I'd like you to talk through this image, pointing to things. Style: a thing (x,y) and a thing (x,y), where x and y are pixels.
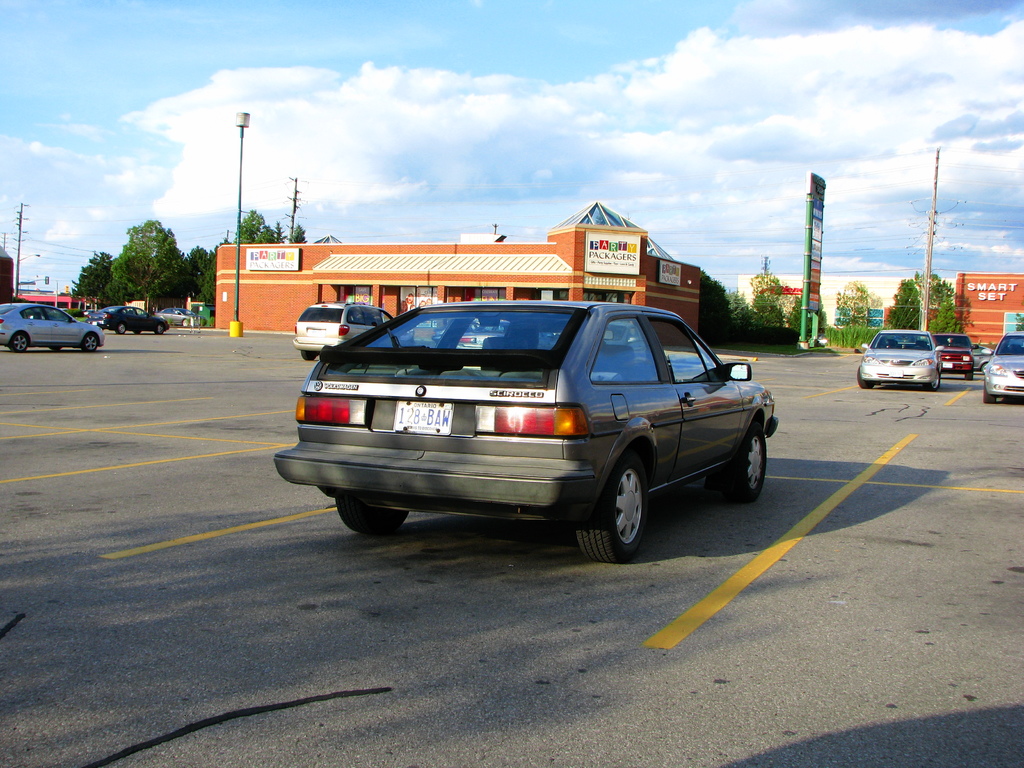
In this image there are cars (708,368) on a road (140,438), in the background (937,240) there are poles (928,273), buildings (579,277), trees (935,291) and the sky (457,131).
